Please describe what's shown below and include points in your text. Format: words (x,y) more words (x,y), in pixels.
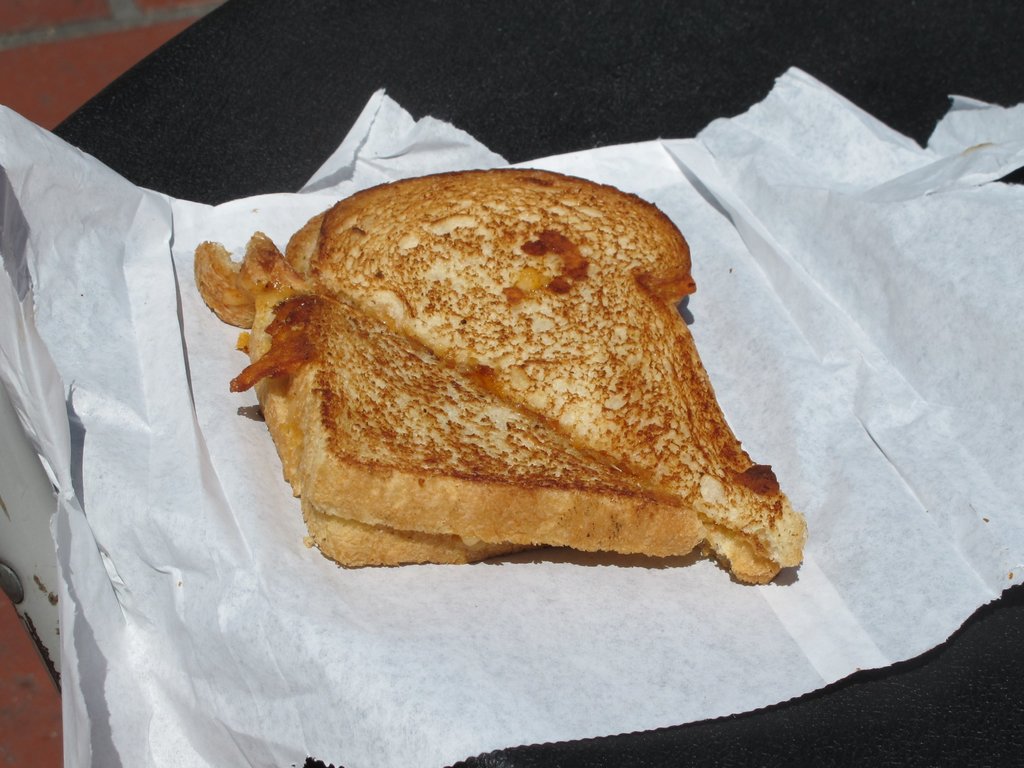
In this image I can see a food (562,341) on the white paper (605,564). Food (487,433) is in brown color. It is on the black surface (473,120).
